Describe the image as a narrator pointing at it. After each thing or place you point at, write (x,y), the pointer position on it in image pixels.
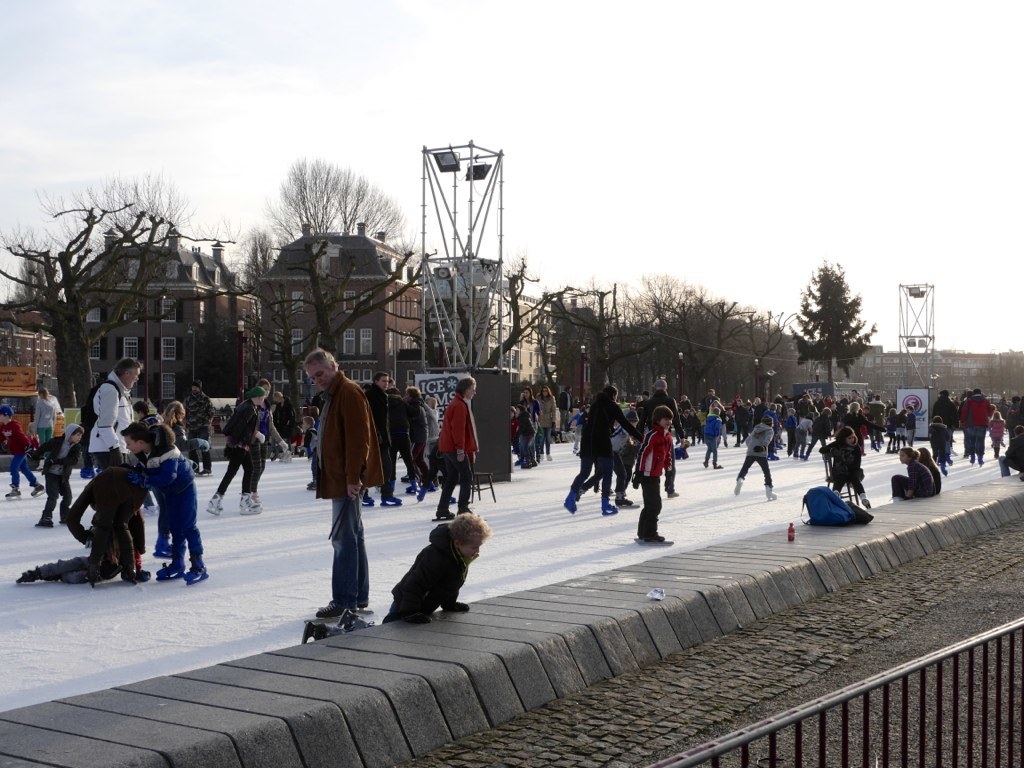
In this image, I can see group of people (690,418) skating on the snow (698,489). This is the bag (831,508). These are the trees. I can see the buildings (413,307) with windows (349,330). I think these are the lights (477,177), which are attached to the poles (471,195).
